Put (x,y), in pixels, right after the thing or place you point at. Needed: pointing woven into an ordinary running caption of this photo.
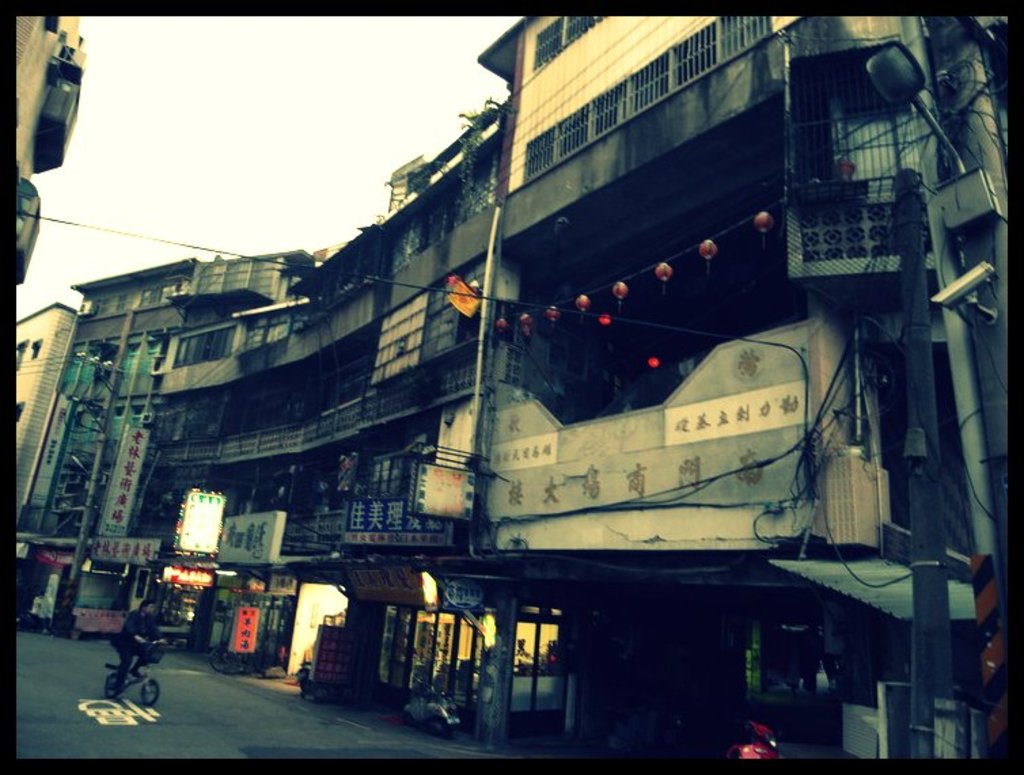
In the foreground of the image (775,755) we can see some vehicles (437,702) parked on the ground (335,721). One person (143,637) is riding a bicycle (150,650). In the center of the image (423,337) we can see group of buildings (453,454) with windows (884,148), sign boards (376,523) with text (763,412), railing (893,188). In the right side of the image (980,282) we can see a light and CCTV camera (980,305) on a pole (999,289). In the background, we can see the sky (279,132).
